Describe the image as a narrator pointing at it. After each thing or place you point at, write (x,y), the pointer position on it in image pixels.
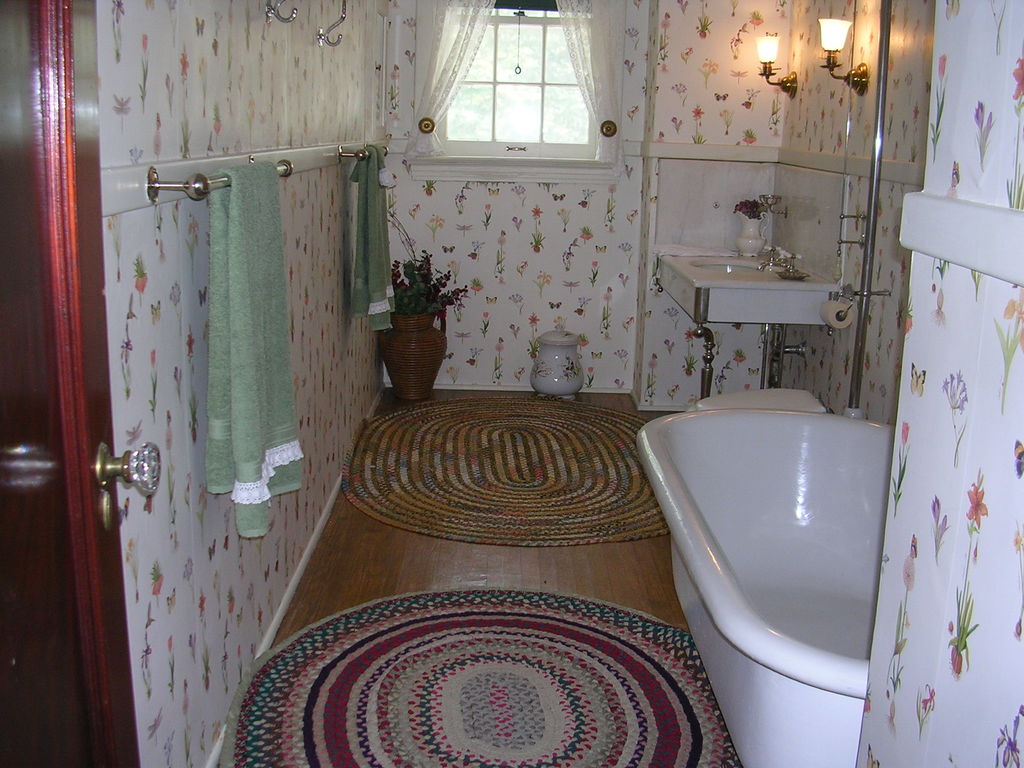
The image is taken in the bathroom. On the right side of the image (742,648) there is a bathtub (749,464) and a sink (774,287). On the left (255,385) there are towels (251,214) on the hanger (221,184). At the bottom (512,611) we can see floor mats (381,611) and a plant (425,269). In the background (520,162) there is a window (533,114), lights (793,87) and a wall (391,67).
